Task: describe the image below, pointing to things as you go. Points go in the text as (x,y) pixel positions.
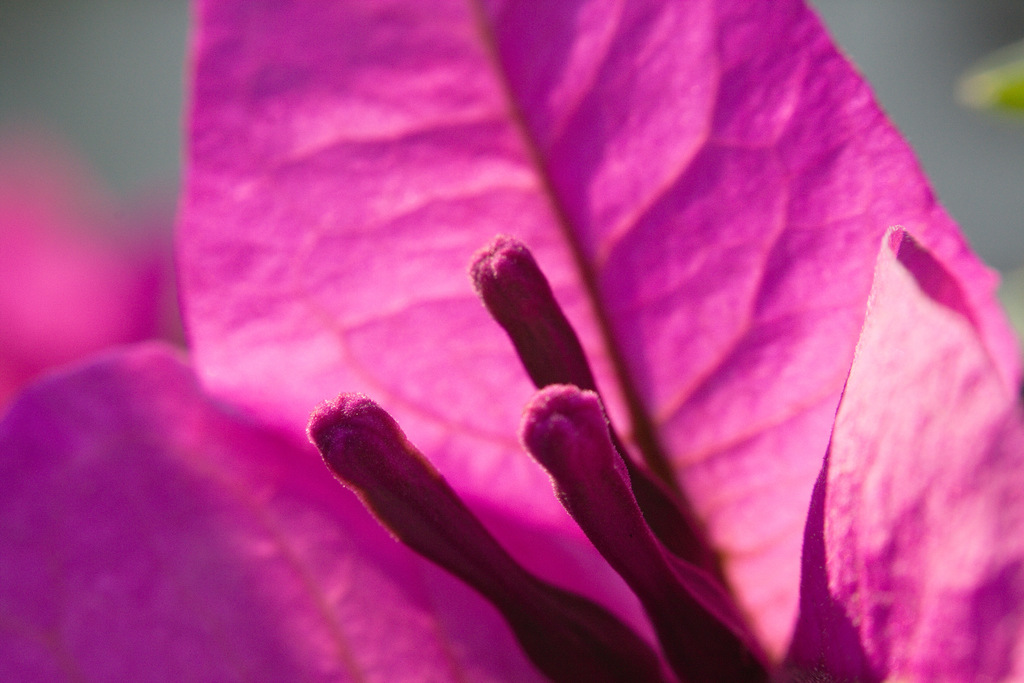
This is the zoom-in picture of a pink flower (469,461).
